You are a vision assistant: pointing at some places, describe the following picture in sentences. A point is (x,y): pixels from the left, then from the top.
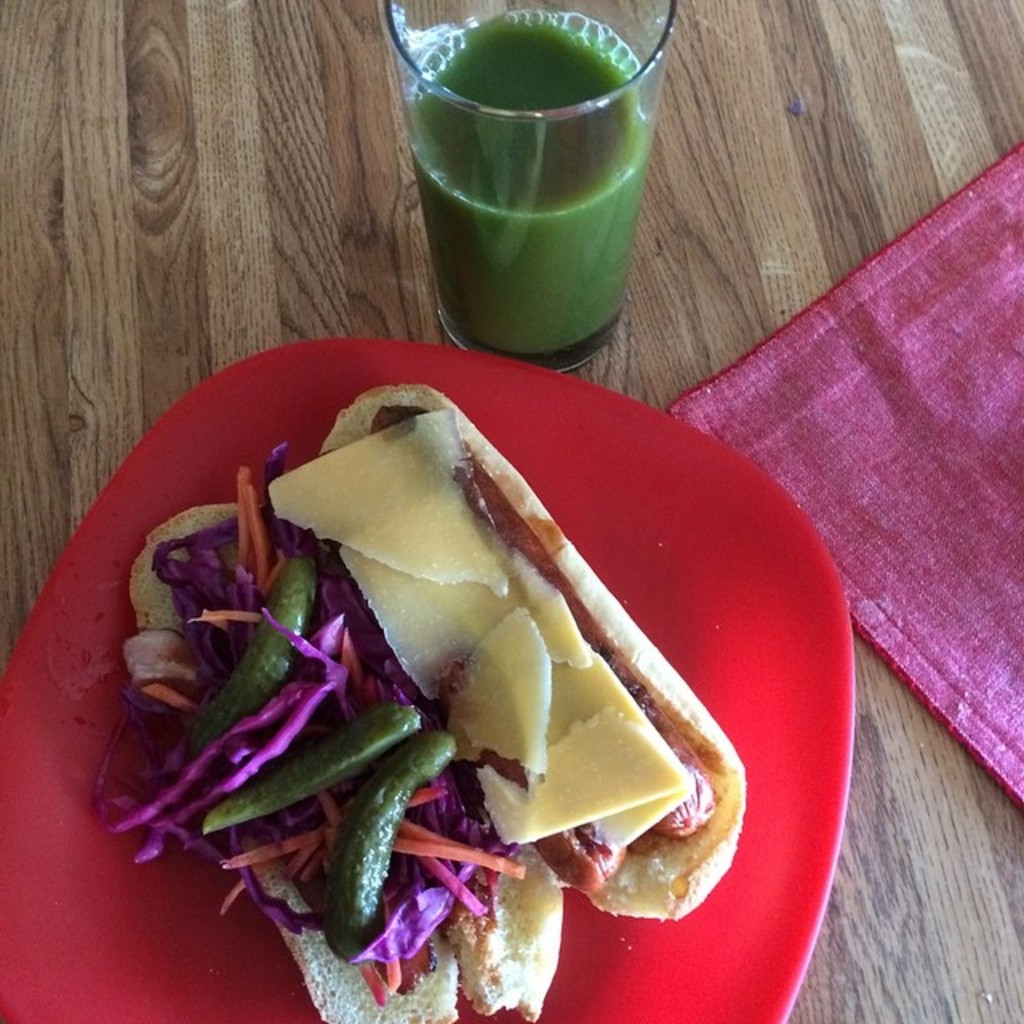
In this image we can see a food item (365,660) is kept in a red color plate (696,685). Beside it one napkin (904,542) is there and one glass (506,147) full of green juice (549,237) is present.
